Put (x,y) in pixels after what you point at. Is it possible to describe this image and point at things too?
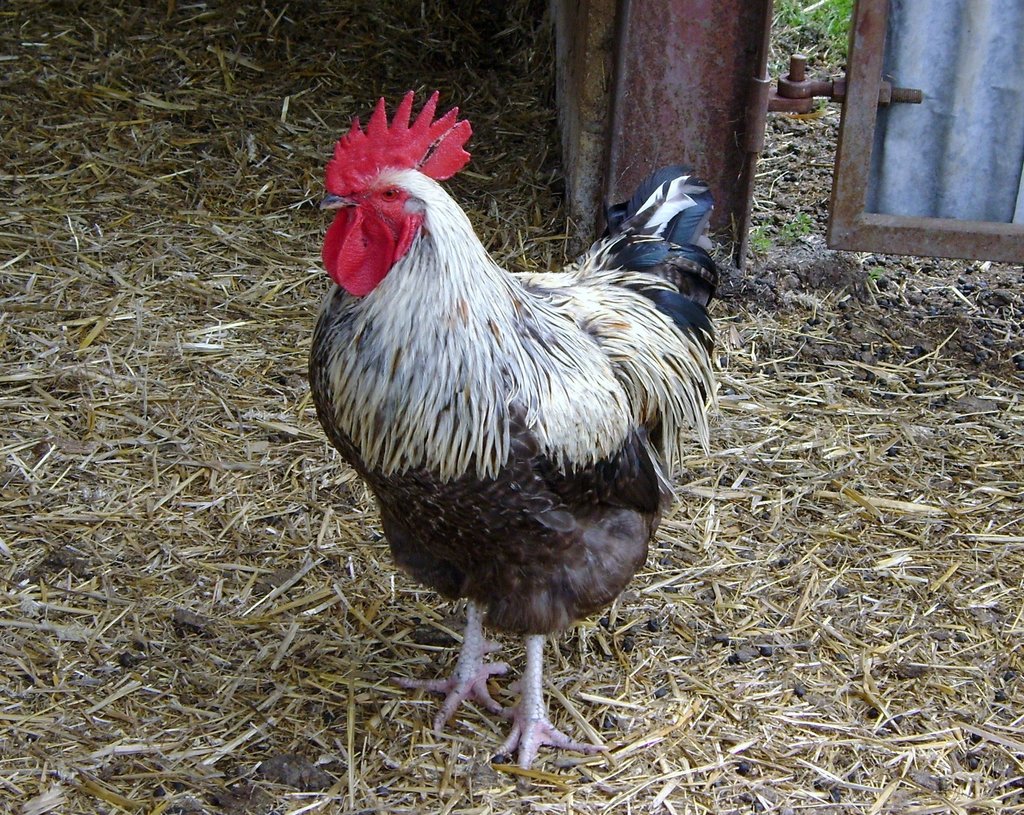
This image consists of a cock (645,505) standing on the ground (307,675). At the bottom (686,800), there is dry grass (208,433). In the background (967,180), there is a metal gate (865,85).
